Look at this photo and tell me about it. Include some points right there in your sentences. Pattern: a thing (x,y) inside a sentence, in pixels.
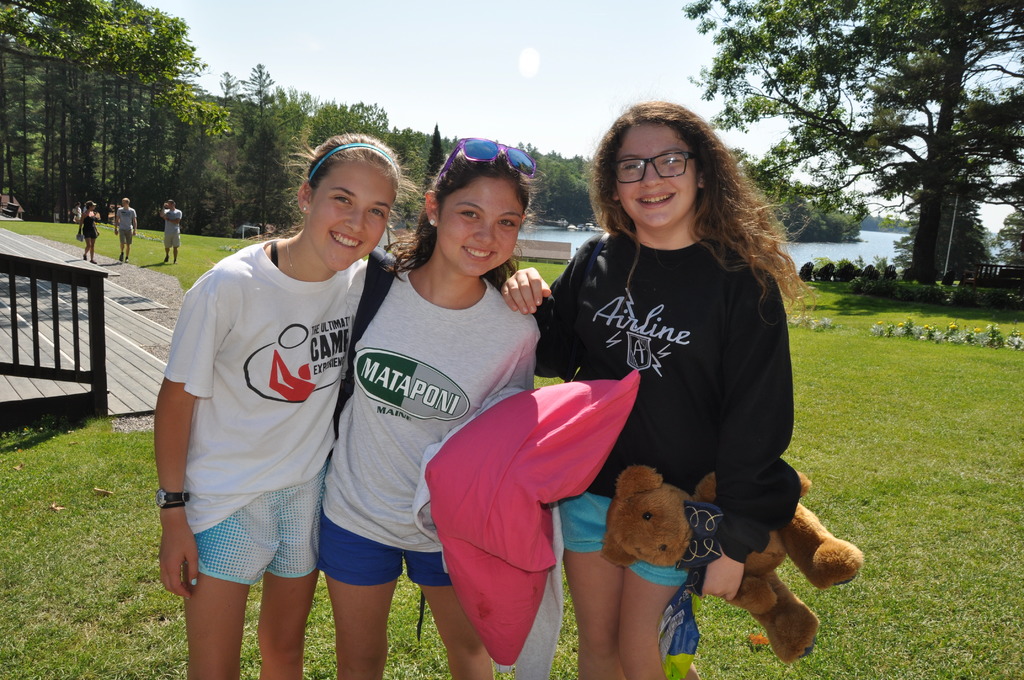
In this picture we can see three girls (480,339) are standing and smiling in the front (412,355), at the bottom (939,625) there is grass (920,616), a girl (728,574) on the right side (763,588) is holding a doll (692,551), on the left side (123,209) there are three persons (170,218) walking, in the background (918,174) we can see some trees (933,160) and water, there is the sky (421,18) at the top of the picture (527,60).
